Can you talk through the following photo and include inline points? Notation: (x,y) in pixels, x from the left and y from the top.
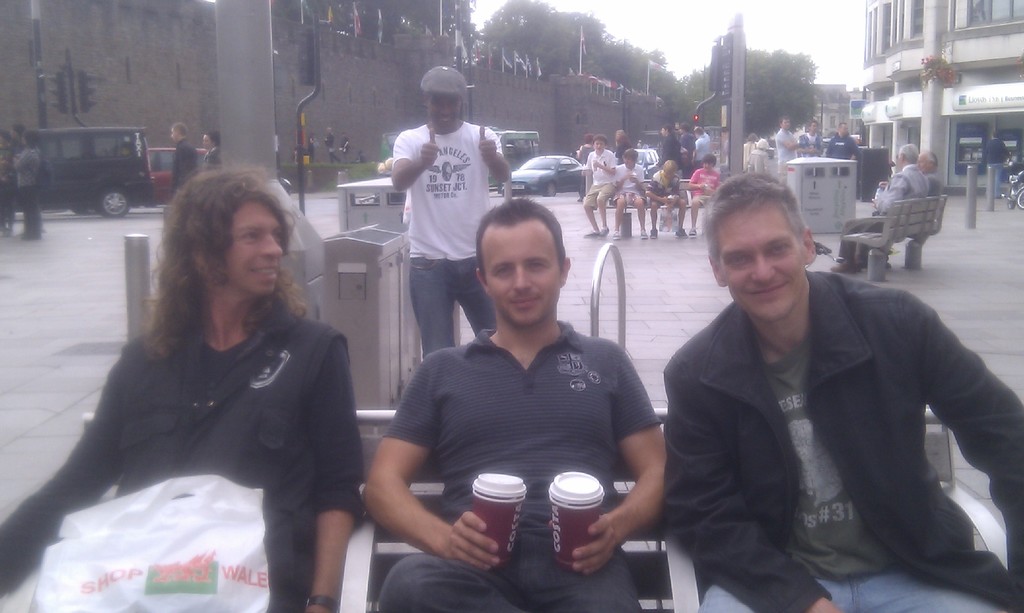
In this image there are people (654,473) sitting on benches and few (461,215) are standing in the background (282,178) there are cars (552,180), building (903,63), trees (684,73) and the sky (760,4).
